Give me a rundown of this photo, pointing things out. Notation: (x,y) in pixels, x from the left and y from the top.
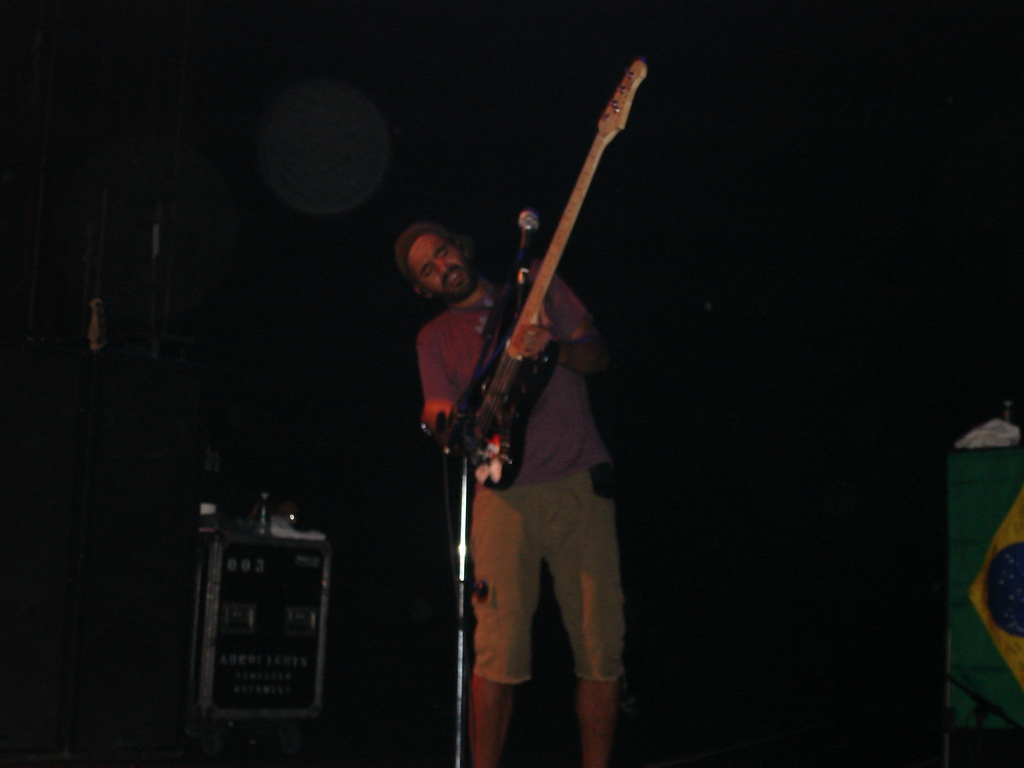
There is a person (566,326) standing in the center (566,311). He is playing a guitar (550,273) and singing on a microphone (527,234).
